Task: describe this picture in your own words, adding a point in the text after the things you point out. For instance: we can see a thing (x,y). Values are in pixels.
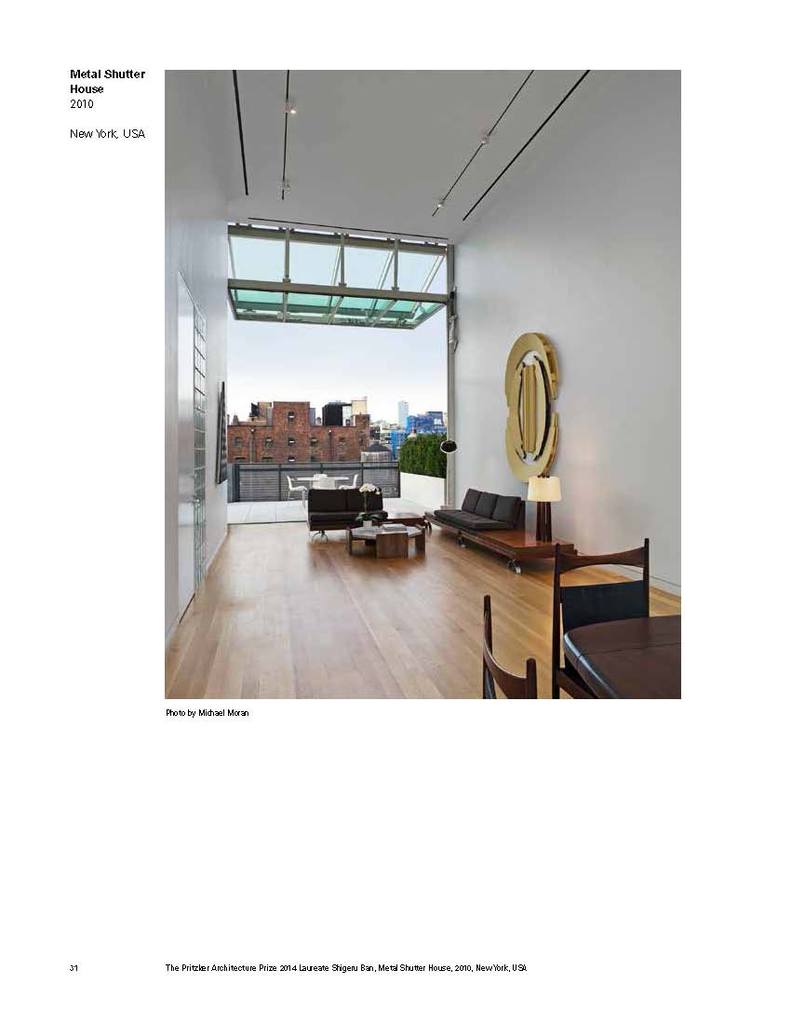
In this image in the center (319,477) there are sofas (483,534), there are tables (568,646), chairs (556,642). In the background (334,412) there are buildings (314,424) and there are trees (406,446) on the right side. In the front (546,438) on the right side (534,445) there is an object (536,401) hanging on the wall (575,373) which is golden in colour.
